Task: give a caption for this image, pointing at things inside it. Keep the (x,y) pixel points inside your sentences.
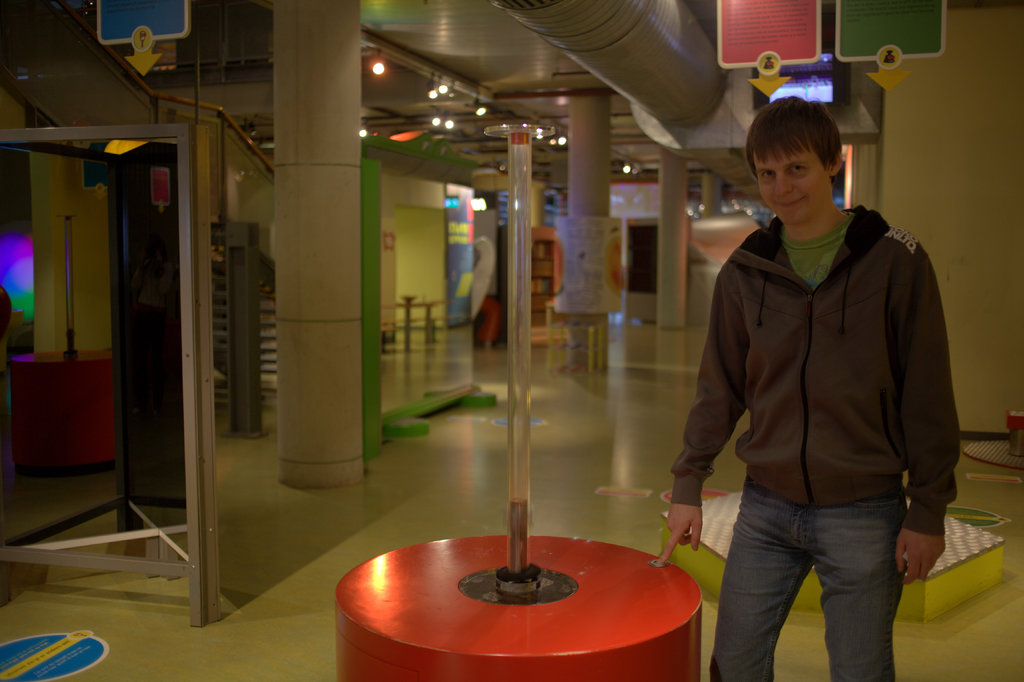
In the picture i can see a person (795,336) wearing jacket (803,376) and blue color jeans (756,563) standing near the object (476,601) which is in red color and in the background of the image (353,185) there are some pillars (280,205), boards (458,226), lights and top of the image (501,140) there is a ceiling (439,112).
